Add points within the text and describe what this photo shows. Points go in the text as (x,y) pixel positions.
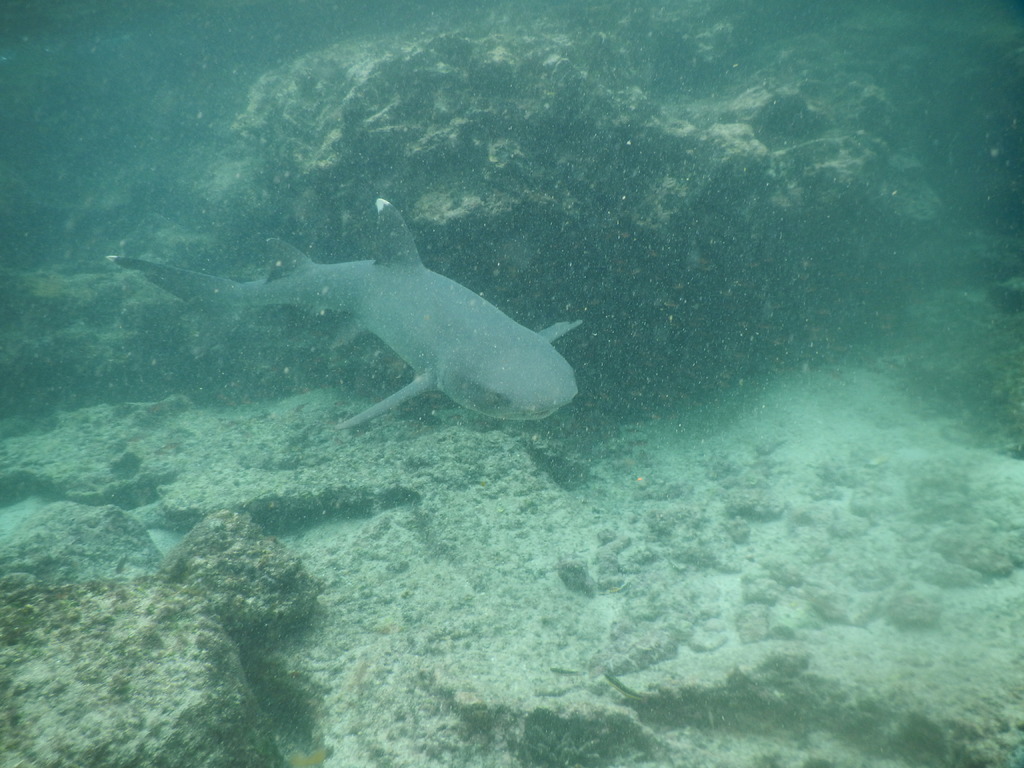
Under the water (432,266) we can see shark (471,335).
